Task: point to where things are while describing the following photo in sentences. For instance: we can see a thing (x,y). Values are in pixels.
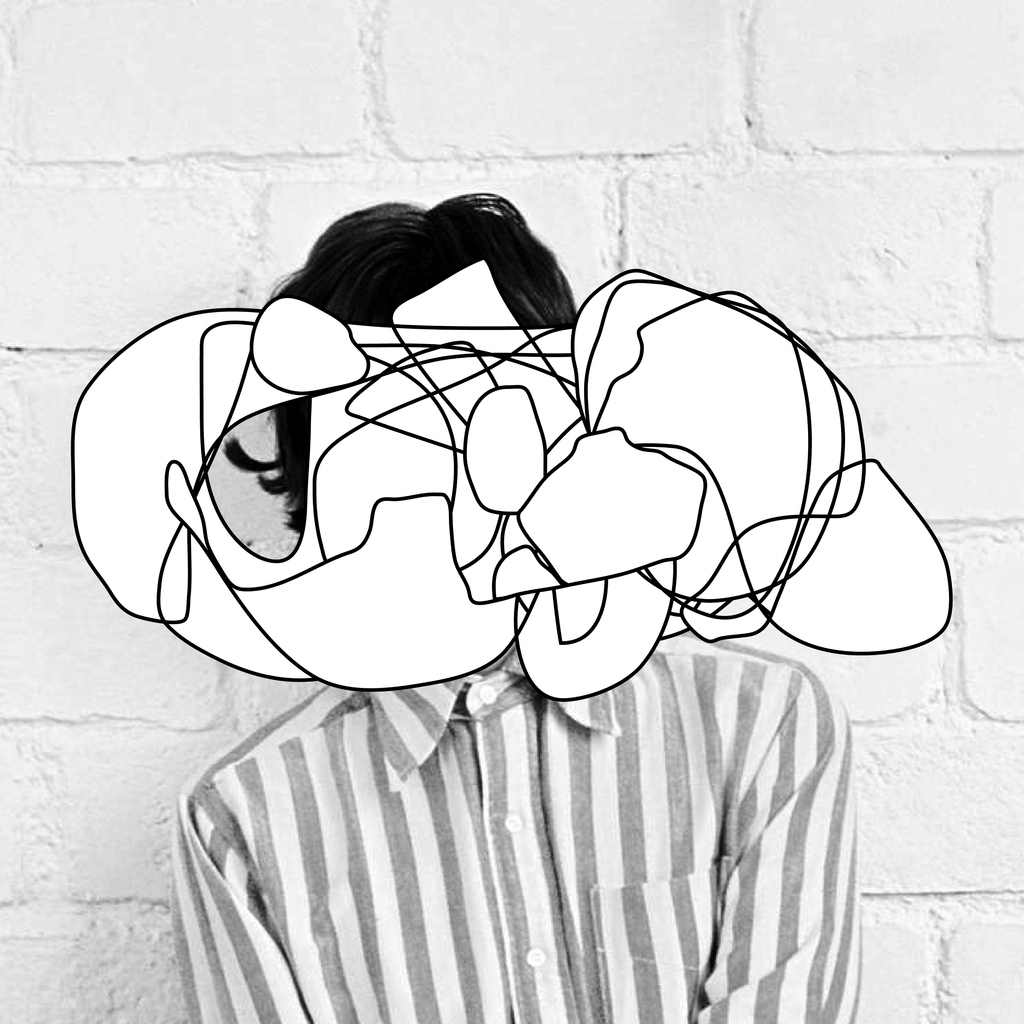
This is an animated image where there is a sketch (454,416) on a person face (310,402), and in the background (1018,74) there is a wall (605,129).
